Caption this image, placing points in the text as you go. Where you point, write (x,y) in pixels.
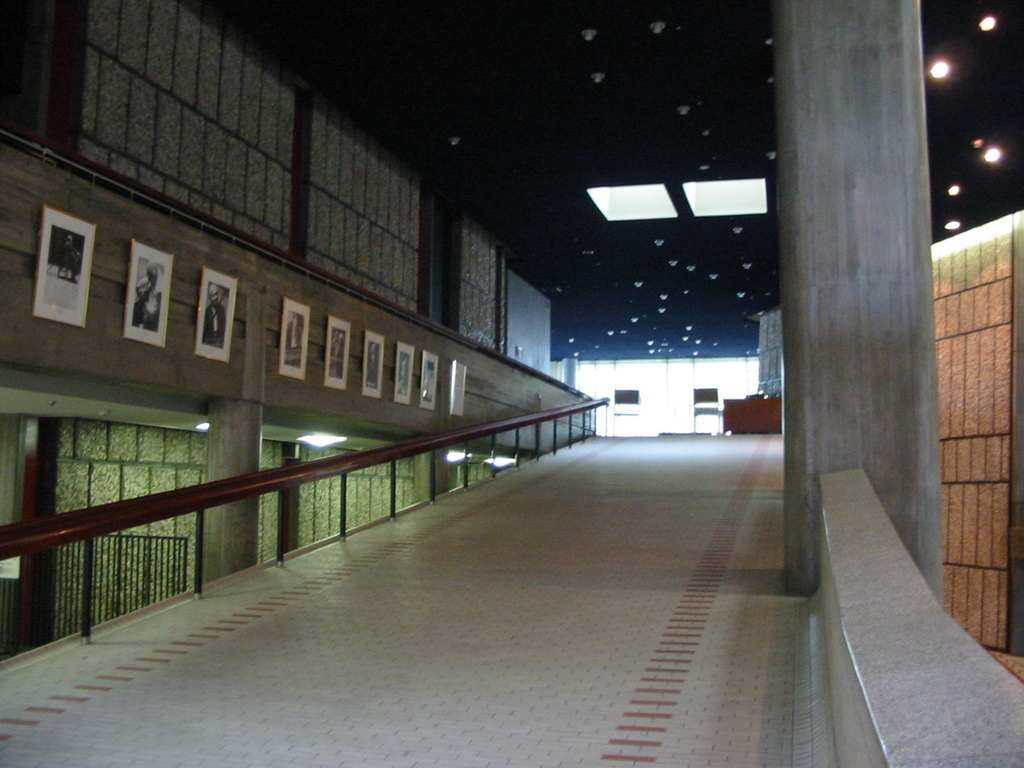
In this image on the left side (325,473) there is a railing (349,461) and there are posters (216,313) and frames (149,323) on the wall (180,339). On the right side (875,308) there is a pillar (901,328) and on the top (666,202) there are lights (710,210).
